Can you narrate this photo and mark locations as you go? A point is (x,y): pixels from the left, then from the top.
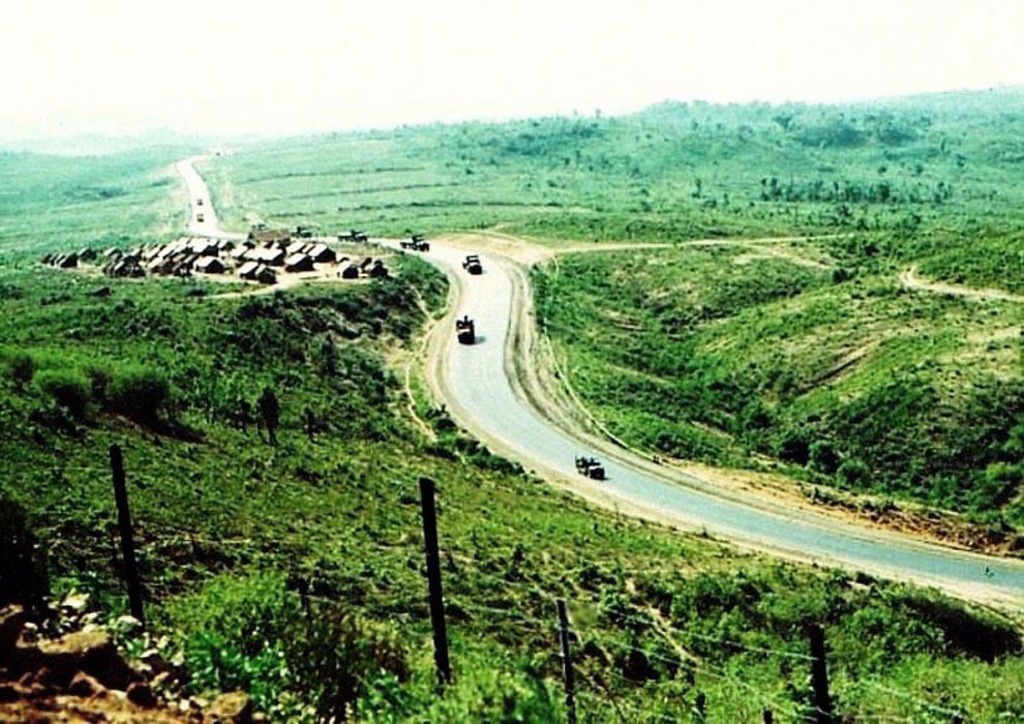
In this image I can see the fencing wires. On the left (239,635) and right side (841,269), I can see the trees (105,403). In the middle (472,269) I can see some vehicles (425,245) on the road (813,531).
